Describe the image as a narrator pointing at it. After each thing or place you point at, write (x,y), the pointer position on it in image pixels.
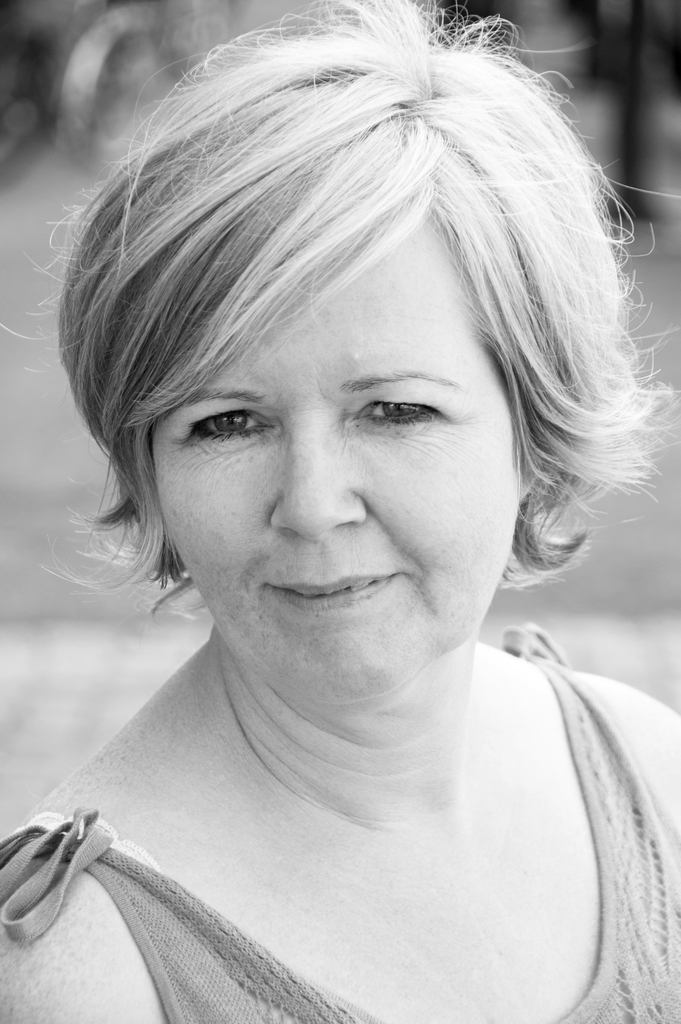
This is a black and white image, in this image there is a woman (501,423) with a smiling face (283,604).
